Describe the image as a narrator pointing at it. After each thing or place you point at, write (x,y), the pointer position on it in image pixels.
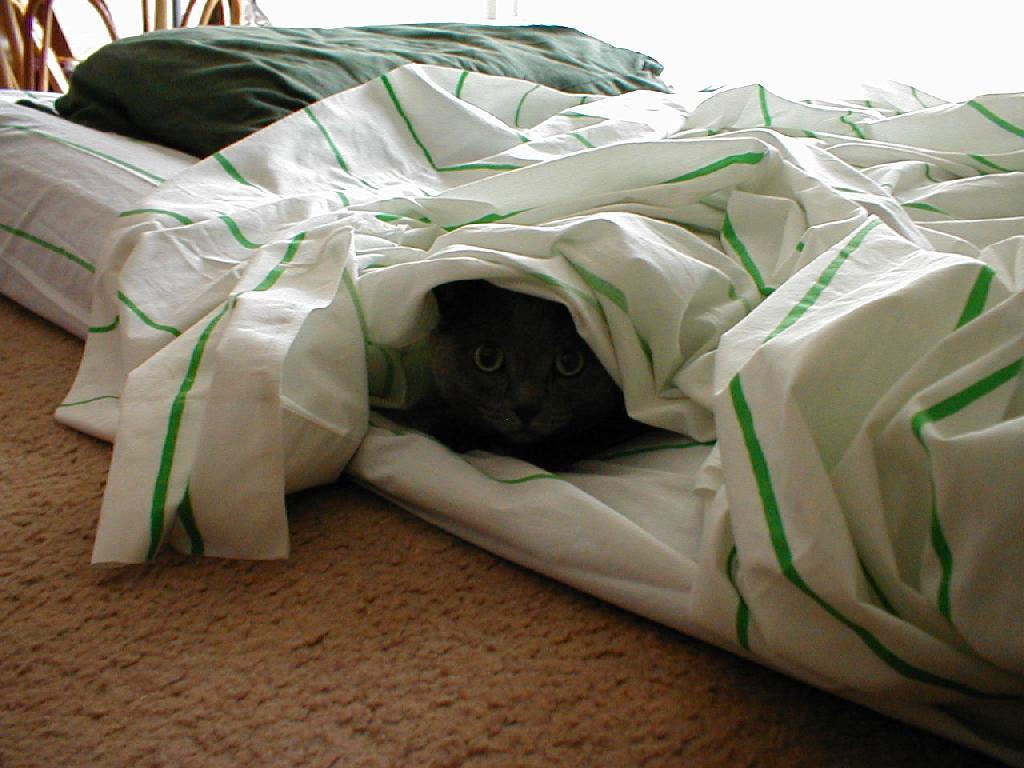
In the image we can see there is a cat (504,392) who is lying on the bed (590,467) and she is covered with a blanket (207,442).
